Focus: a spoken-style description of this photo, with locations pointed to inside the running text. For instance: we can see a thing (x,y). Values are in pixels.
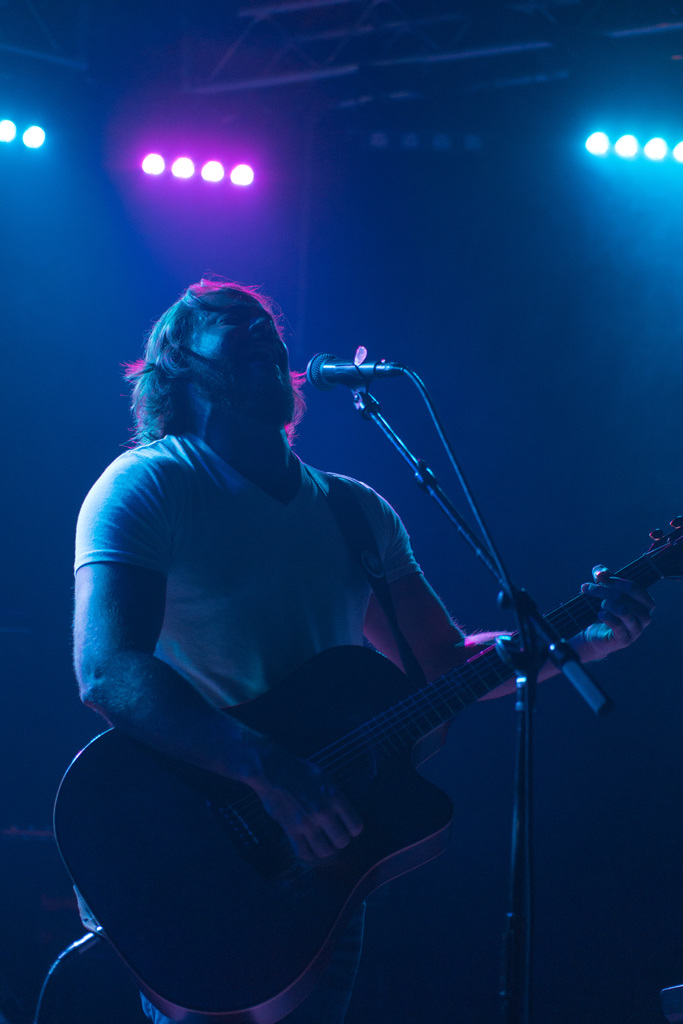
In this image there is a person (206,671) standing and playing guitar (347,760) and he is singing. At the front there is a microphone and at the top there are lights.
